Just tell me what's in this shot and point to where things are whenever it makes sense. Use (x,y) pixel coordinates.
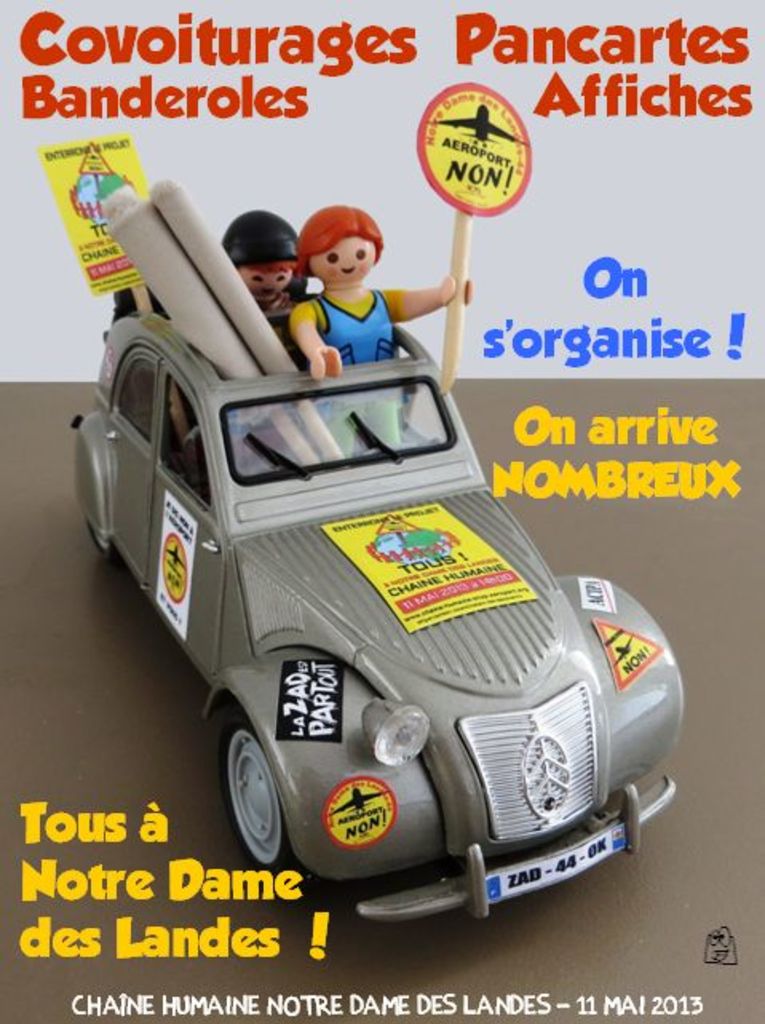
In this image I can see few toys (371,515) in the centre (272,664). I can also see something is written on the top (492,12), in the centre (498,467) and on the bottom side of this image (624,1004).
